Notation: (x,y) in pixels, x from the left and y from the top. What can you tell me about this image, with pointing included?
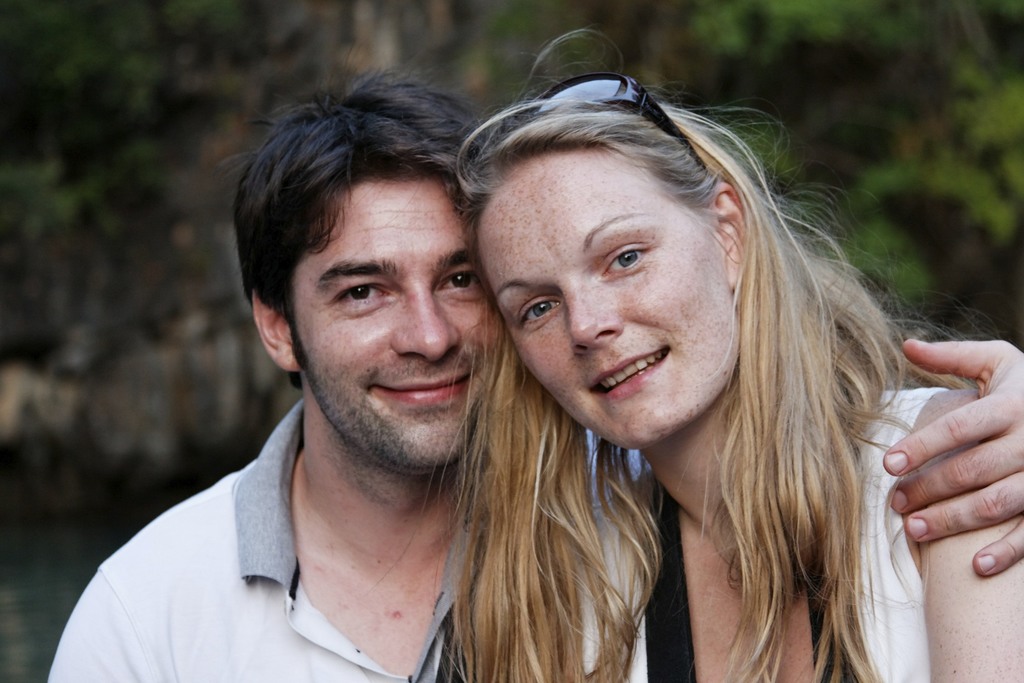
In this image in the foreground (923,668) I can see two people (942,640), one man (326,98) on the left side (122,674) and one woman (1020,661) on the right side (745,149).
